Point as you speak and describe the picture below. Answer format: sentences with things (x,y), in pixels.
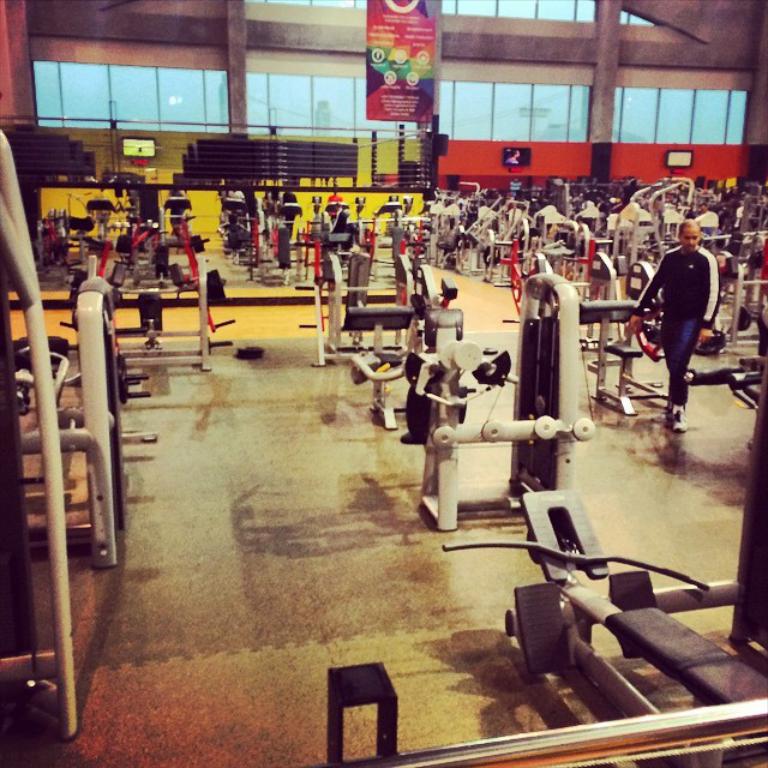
In this picture we can see gym equipment (323,346) and a person (677,363) on the floor (683,499) and in the background (505,146) we can see a banner (398,49), televisions (681,155), wall (625,169), glass (520,124) and some objects (84,159).
